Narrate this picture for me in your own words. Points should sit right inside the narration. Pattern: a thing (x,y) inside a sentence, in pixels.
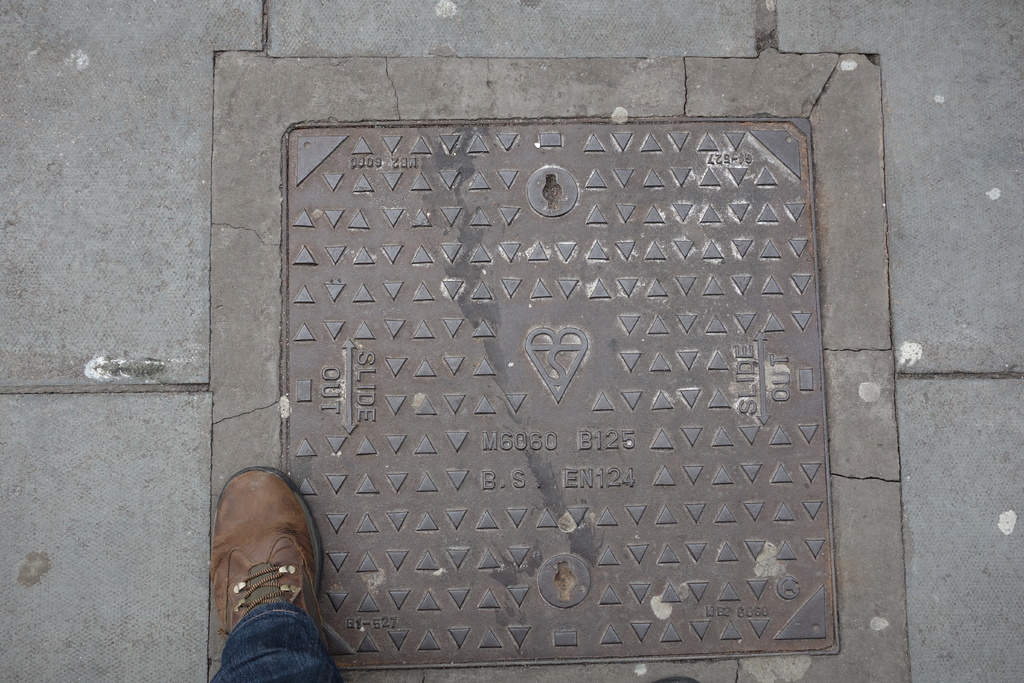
in this image there is a shoe (233,620) at bottom of this image (240,604) and there is a steel plate (429,157) attached to the floor (643,93) as we can see in middle of this image (501,325).
